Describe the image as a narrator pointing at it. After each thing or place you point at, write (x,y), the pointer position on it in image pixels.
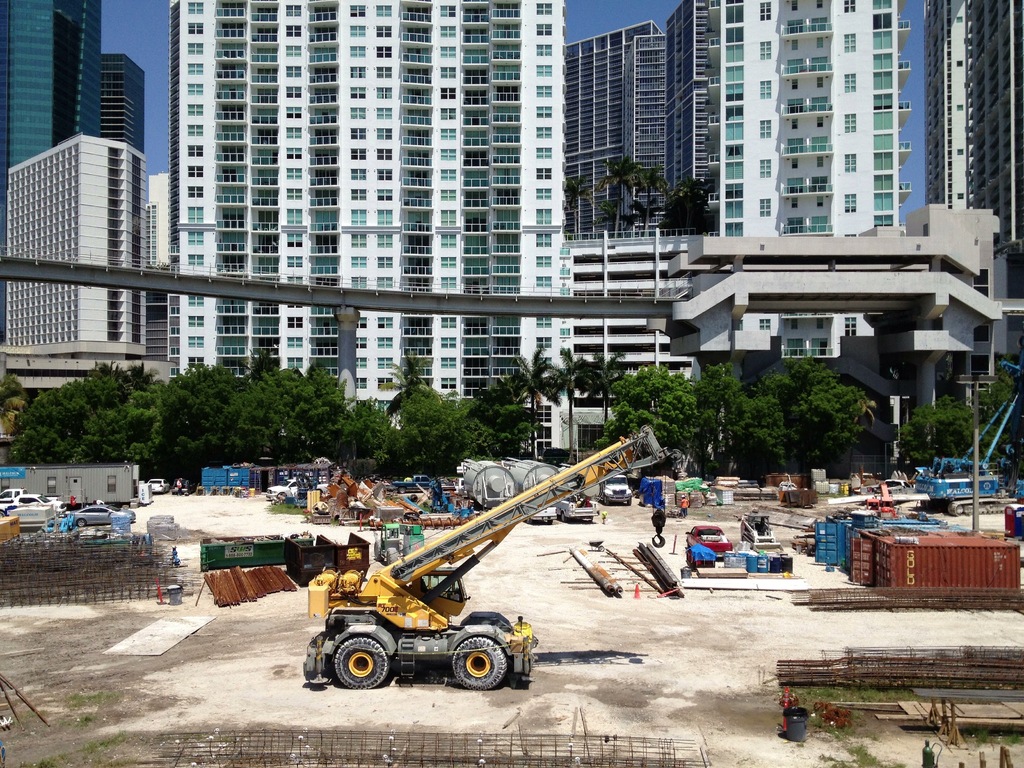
In this image we can see a crane (504,515), metal rods (501,755), containers (827,543), vehicles (769,536), trees (461,435). In the background of the image (487,233) there are buildings (546,226), bridge (66,265) and sky (590,20).
